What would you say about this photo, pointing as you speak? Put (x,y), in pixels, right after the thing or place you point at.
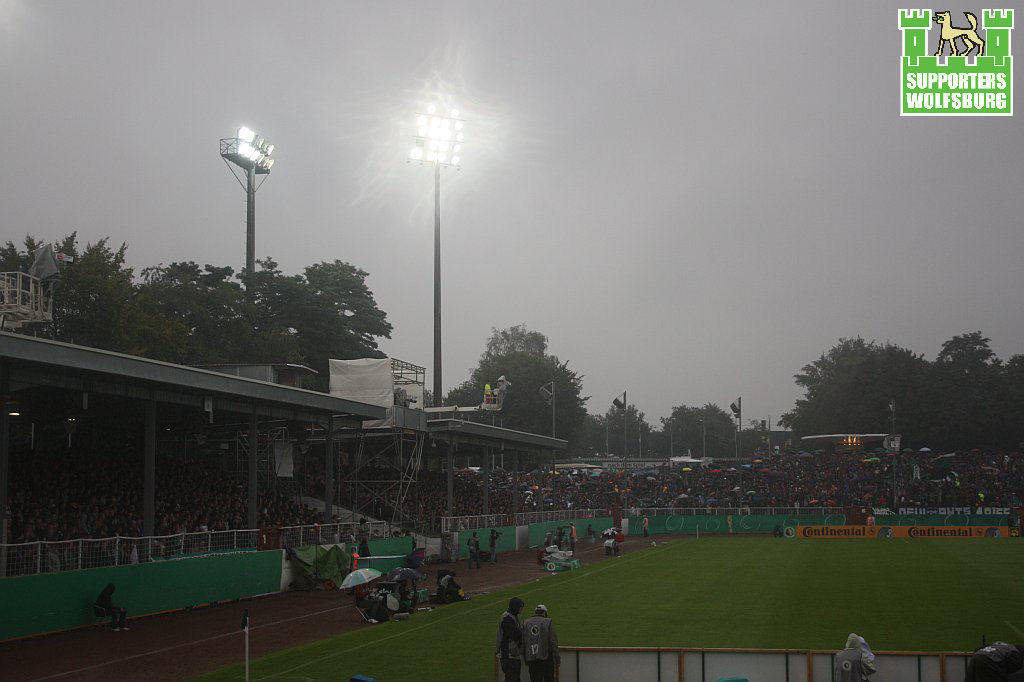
At the bottom of the image (660,600), we can see a stadium (448,562). Here we can see grass (743,633), board (811,658), hoardings (937,530), people (863,675), sheds (532,481), poles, crowd (715,483), trees (951,424), flags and light poles (439,191). Background (744,342) we can see the sky (677,199). On the right side (914,115) top corner, we can see the logo (940,69).
